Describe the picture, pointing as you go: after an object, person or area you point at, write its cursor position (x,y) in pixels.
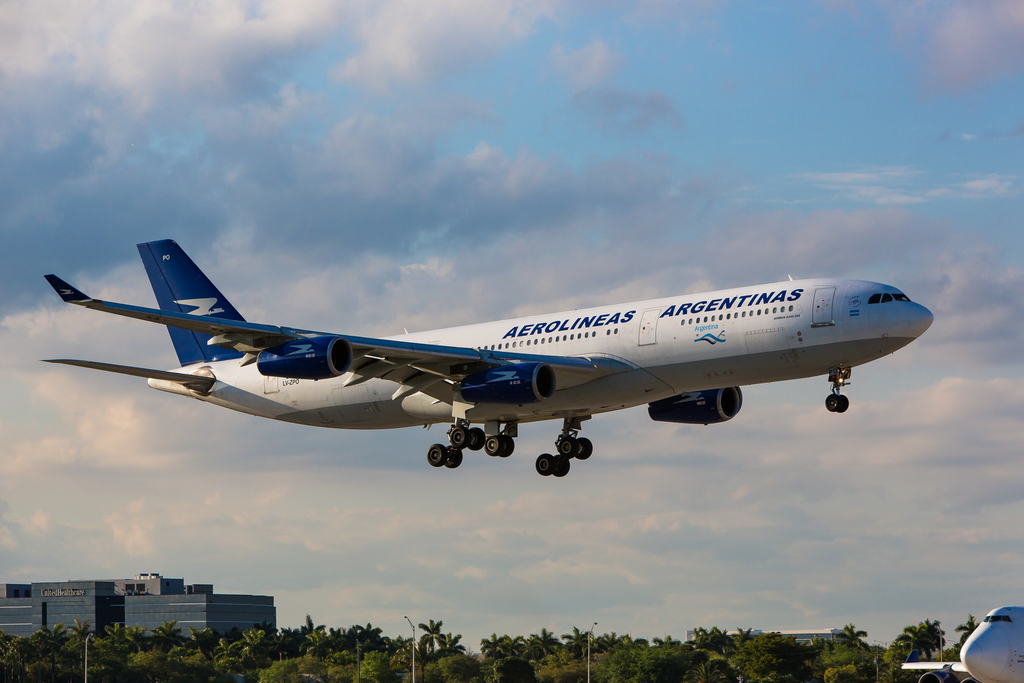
In the middle of the picture (633,390), we see the airplane (545,376) in white and blue color is flying in the sky (607,302). At the bottom (322,641), we see the trees (334,658) and the street lights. In the bottom right (962,664), we see an airplane (1011,615). In the bottom left (120,593), we see the building (171,609). In the background (91,211), we see the sky (608,193) and the clouds (513,283).
